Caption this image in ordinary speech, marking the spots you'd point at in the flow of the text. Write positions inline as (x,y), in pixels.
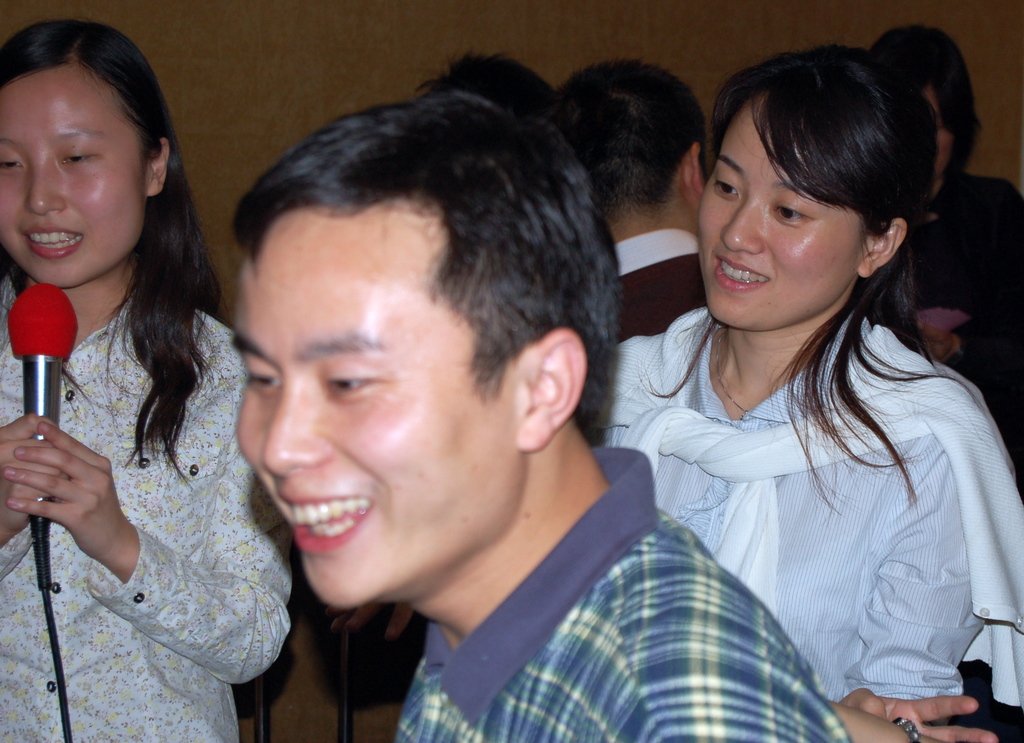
In this picture there are few people (442,471) in the room (546,282). The woman (214,427) to the left corner (102,451) is holding a microphone (37,345) in her hand (76,442). The man (269,392) in the center of the image (457,444) is smiling. In the background (377,66) there is wall (274,86).
